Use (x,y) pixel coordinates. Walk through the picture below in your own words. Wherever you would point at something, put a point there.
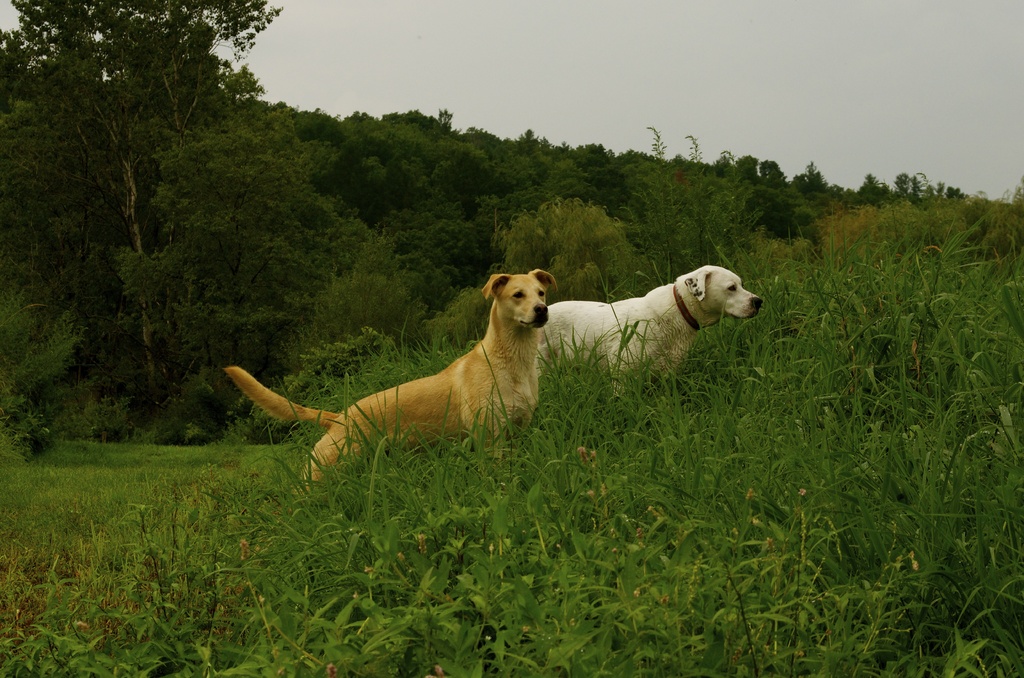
In this image, we can see two dogs (457,423). Here we can see few plants (489,598), grass (129,505), trees (7,330). Top of the image (565,103), there is a sky (731,62).
